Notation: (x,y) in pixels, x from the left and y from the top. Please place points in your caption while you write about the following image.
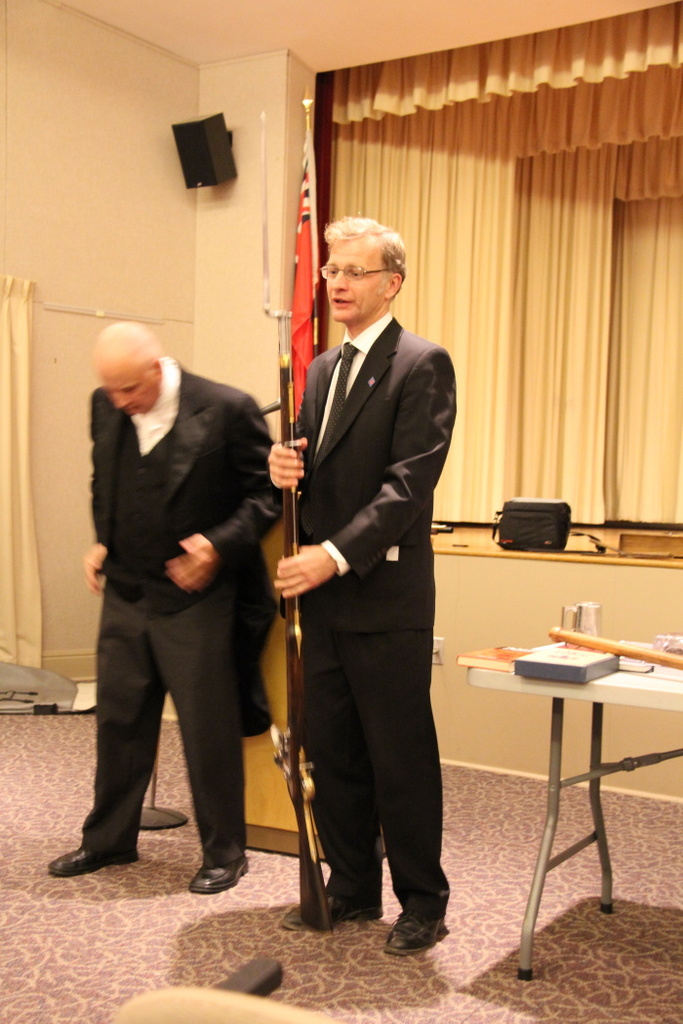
In this picture these two persons (318,812) are standing. This person (331,428) holding gun (292,688). On the background (96,179) we can see wall (41,133), speaker (214,133), curtains (528,363). There is a table (622,695). On the table (642,678) we can see book (610,669), glass (592,628), stick (582,639). This is floor (345,998).
